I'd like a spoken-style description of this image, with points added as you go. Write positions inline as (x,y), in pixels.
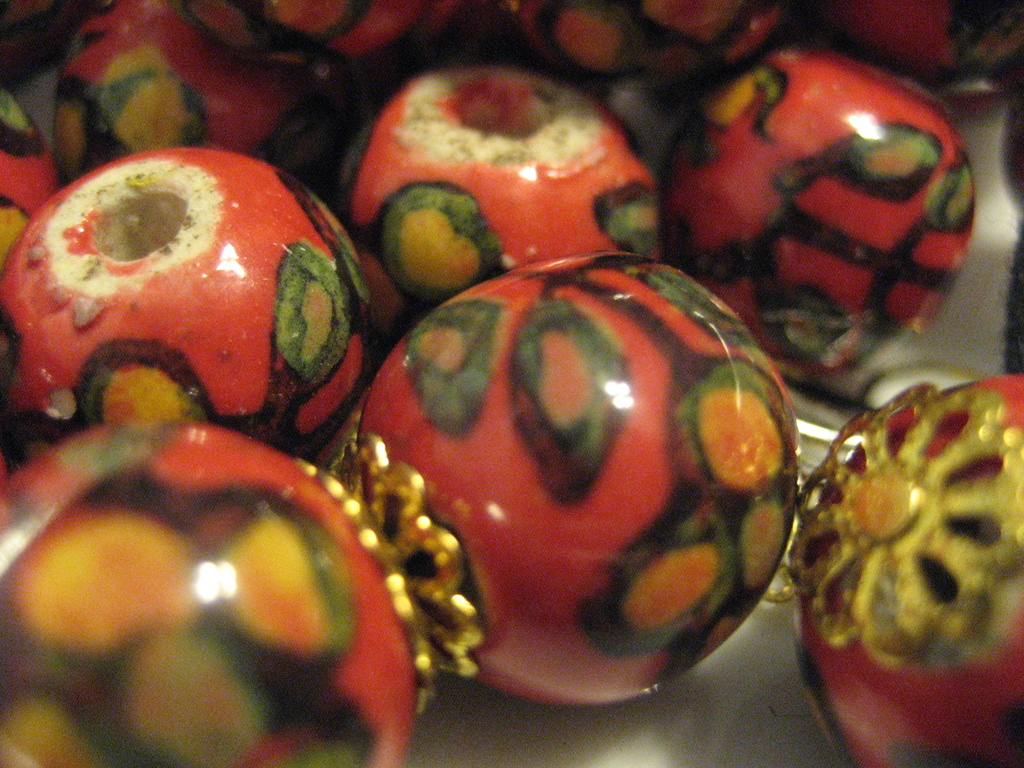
In this picture I can see beads (588,426).
